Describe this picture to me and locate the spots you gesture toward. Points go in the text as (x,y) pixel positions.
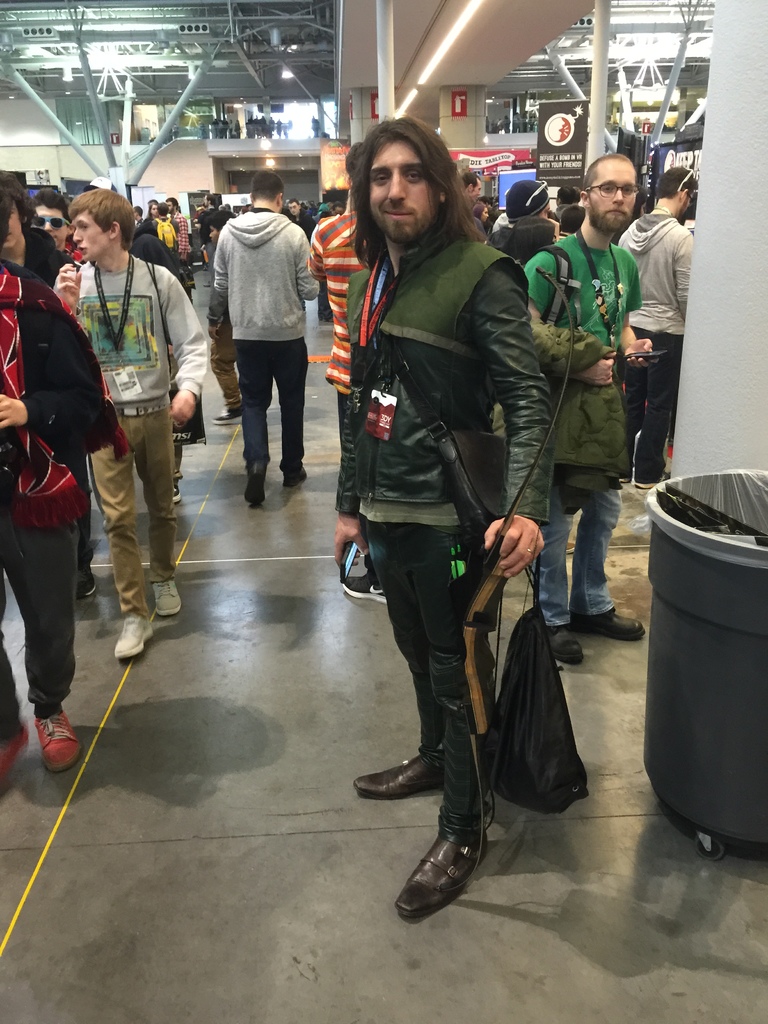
In this image I can see a person (443,402) wearing green, black and blue colored dress (405,455) is standing and holding a black colored bag (499,705). I can see a bin (687,662) which is black in color and number of persons (144,372) standing. In the background (194,153) I can see the building (206,152), few lights (267,142), few boards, the ceiling (144,24), few metal rods (155,59) and few persons (256,121) standing.
